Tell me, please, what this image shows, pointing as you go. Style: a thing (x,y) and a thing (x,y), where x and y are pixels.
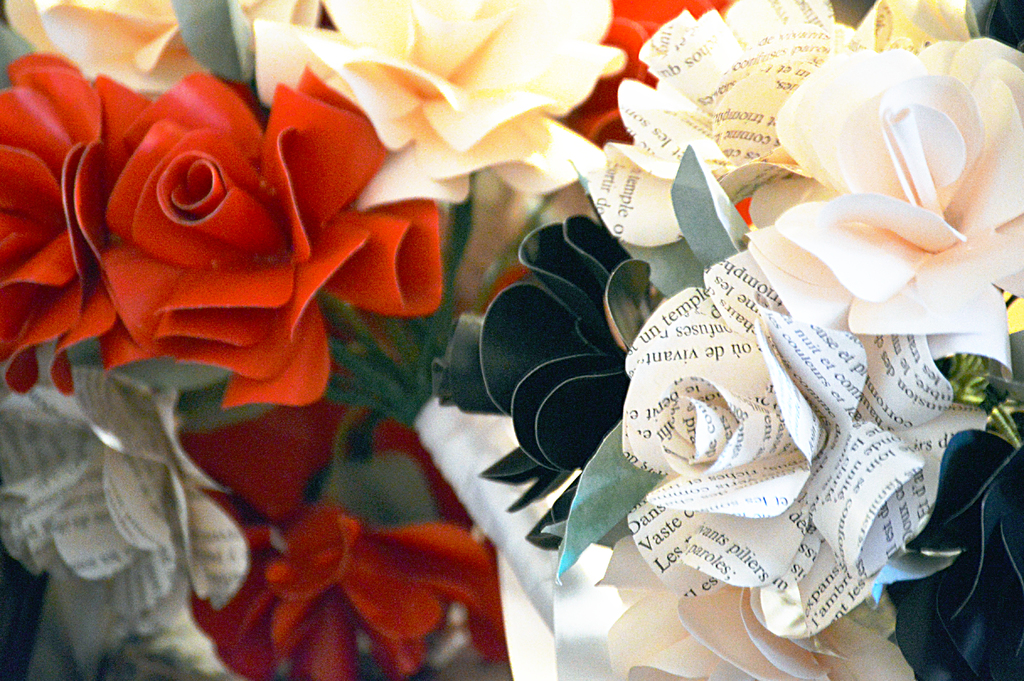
In this image I can see many paper flowers (525,422) which are colorful.
